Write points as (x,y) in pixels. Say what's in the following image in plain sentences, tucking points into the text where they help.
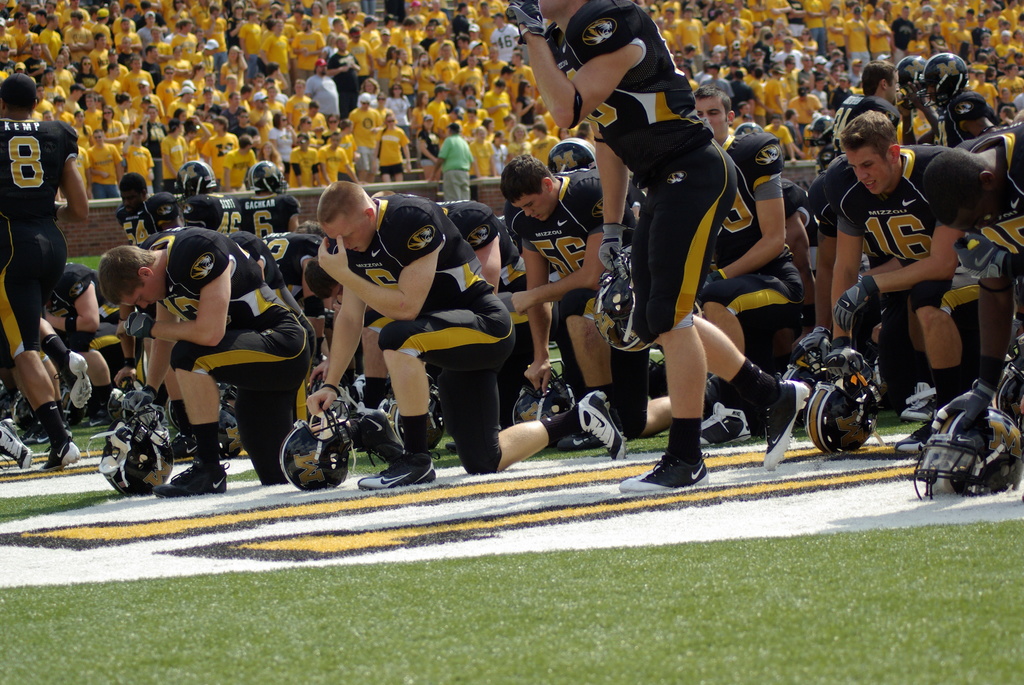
In this image we can see players (745,217) are kneeling down on the ground (568,537). They are wearing black color dress (40,295) and holding helmets (346,434) in their hand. Background of the image (466,71) crowd of people (258,66) are standing. They are wearing yellow color t-shirts (456,81).
